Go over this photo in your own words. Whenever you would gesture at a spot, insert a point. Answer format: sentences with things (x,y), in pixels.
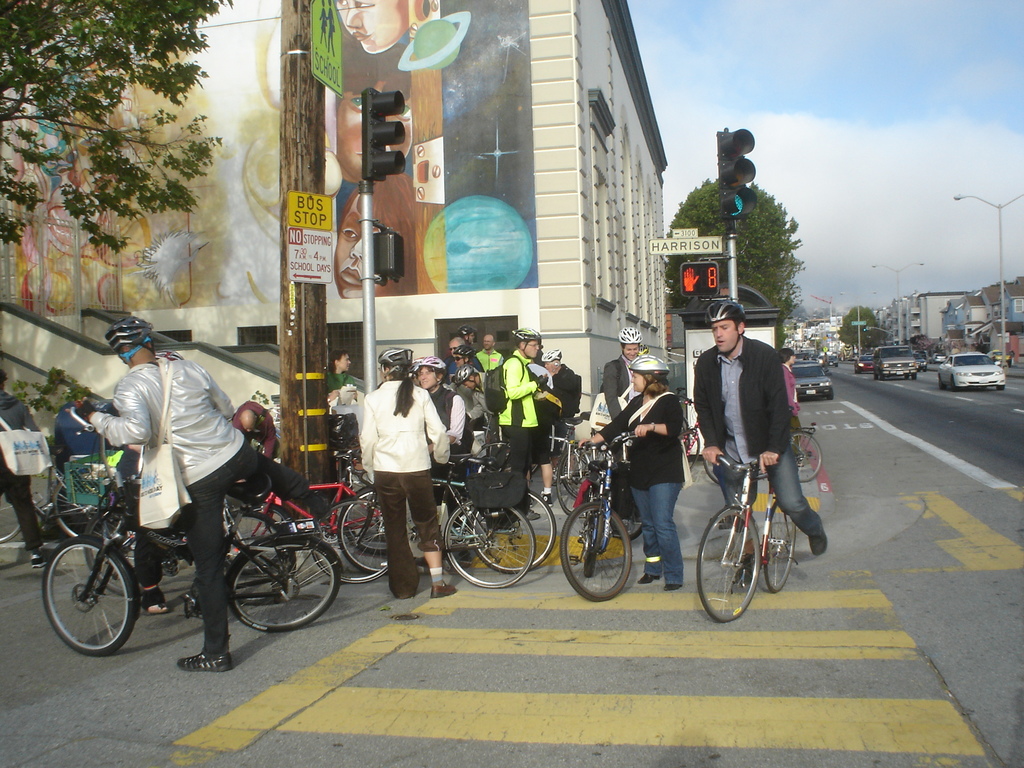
In the given image we can see that there are many people (425,449) and some of them are riding bicycle (607,498). This is a sign pole (383,140) and a building (489,197). There are many vehicle (882,369) around. There is a tree (115,132) and a cloudy sky (819,150).
